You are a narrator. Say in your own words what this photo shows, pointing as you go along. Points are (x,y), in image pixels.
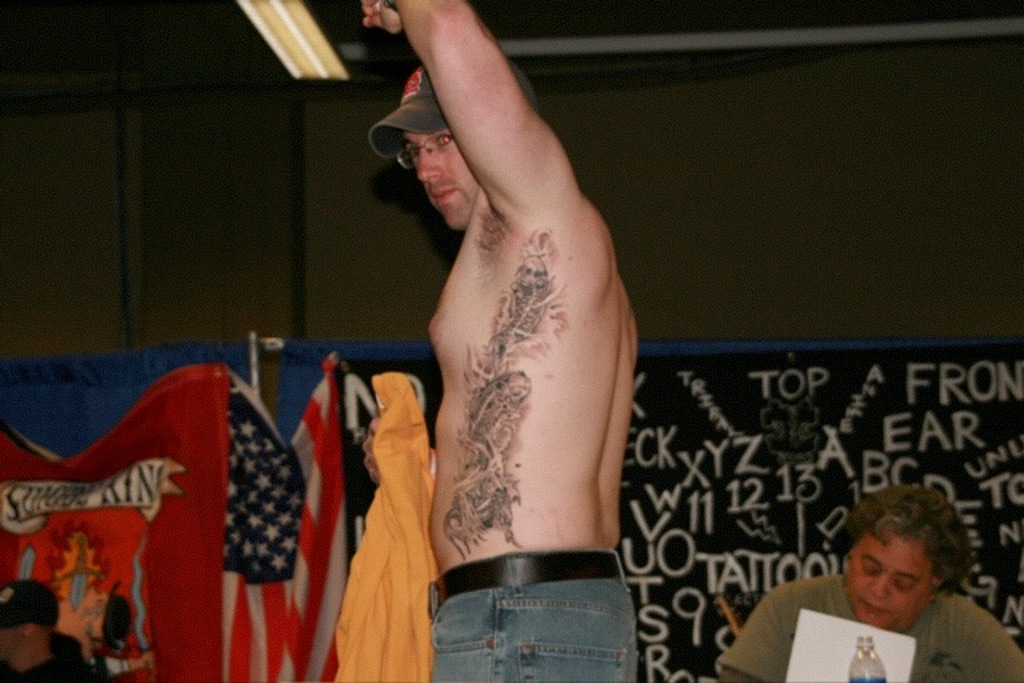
This picture shows a man (580,519) standing. He wore spectacles (433,149) and a Cap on his head (414,147) and we see another man (775,599) seated and we see a paper (839,680) and a water bottle (855,674) and a cloth (745,459) on the back (962,491). we see some text (732,493) on it and we see couple of flags (237,550) and we see another man (27,634) seated on the side and we see lights (279,4).
